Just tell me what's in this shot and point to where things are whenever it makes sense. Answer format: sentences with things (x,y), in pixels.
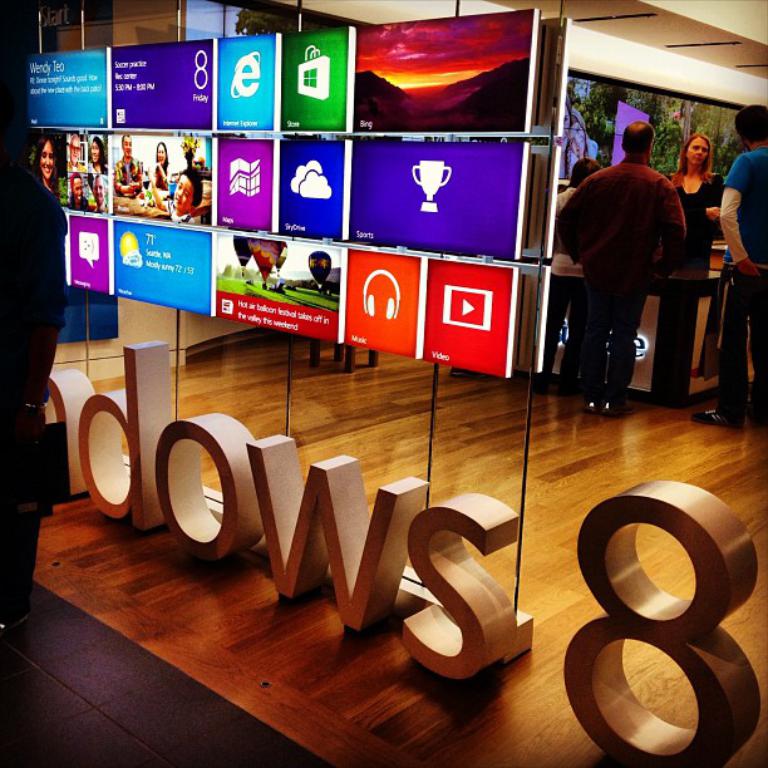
This picture shows few people (626,282) standing in the store (729,134) and we see advertisement screens (393,62) and we see a man (27,238) standing on the side.
